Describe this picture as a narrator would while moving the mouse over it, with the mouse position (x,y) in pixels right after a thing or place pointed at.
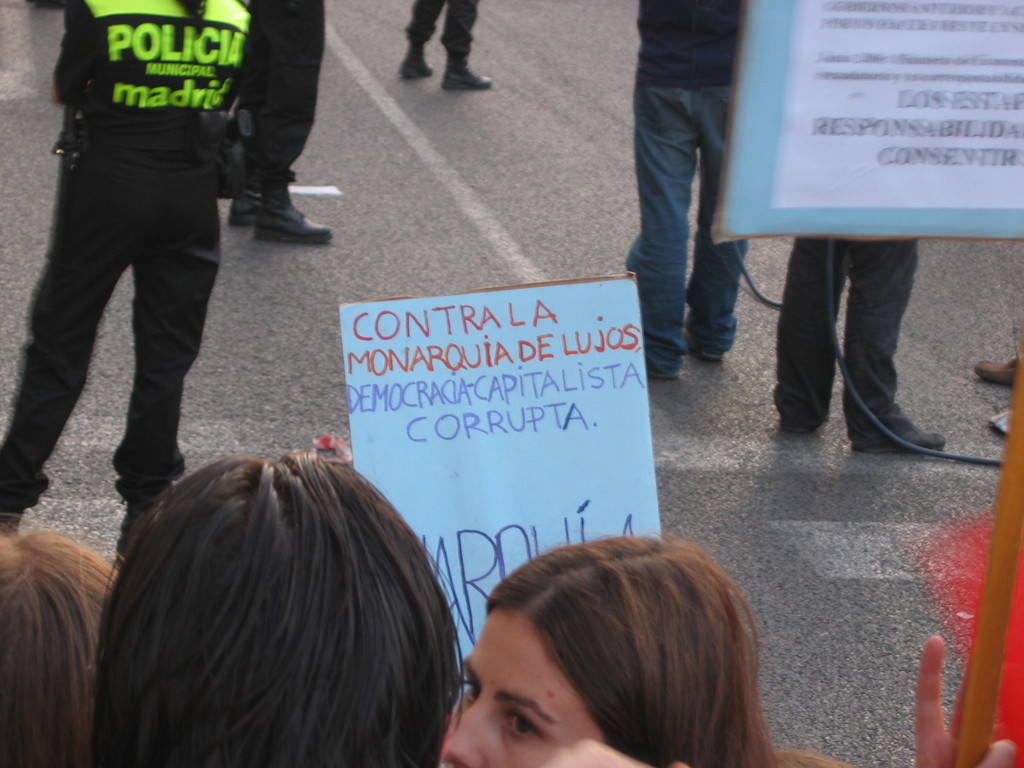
In this image there are people (121,212) standing on the road (367,111) and they are holding the placards (603,486).
